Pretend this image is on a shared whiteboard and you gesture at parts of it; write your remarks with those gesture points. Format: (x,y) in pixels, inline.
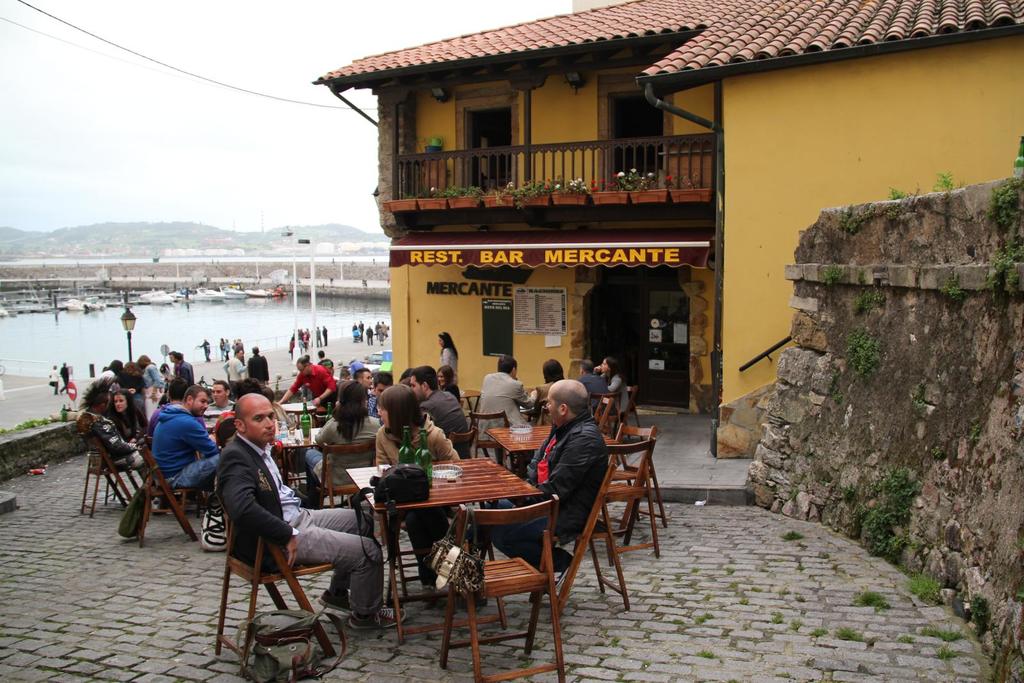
This picture is taken outside the restaurant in which there are people (448,420) sitting around the table (476,478). On the table (457,480) there is wine bottle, glass (285,424) and a bag (396,487). At the background (253,338) there are people (318,333) who are standing near the water (259,314). At the top (245,148) there are hills (167,231) and sky (152,123).
